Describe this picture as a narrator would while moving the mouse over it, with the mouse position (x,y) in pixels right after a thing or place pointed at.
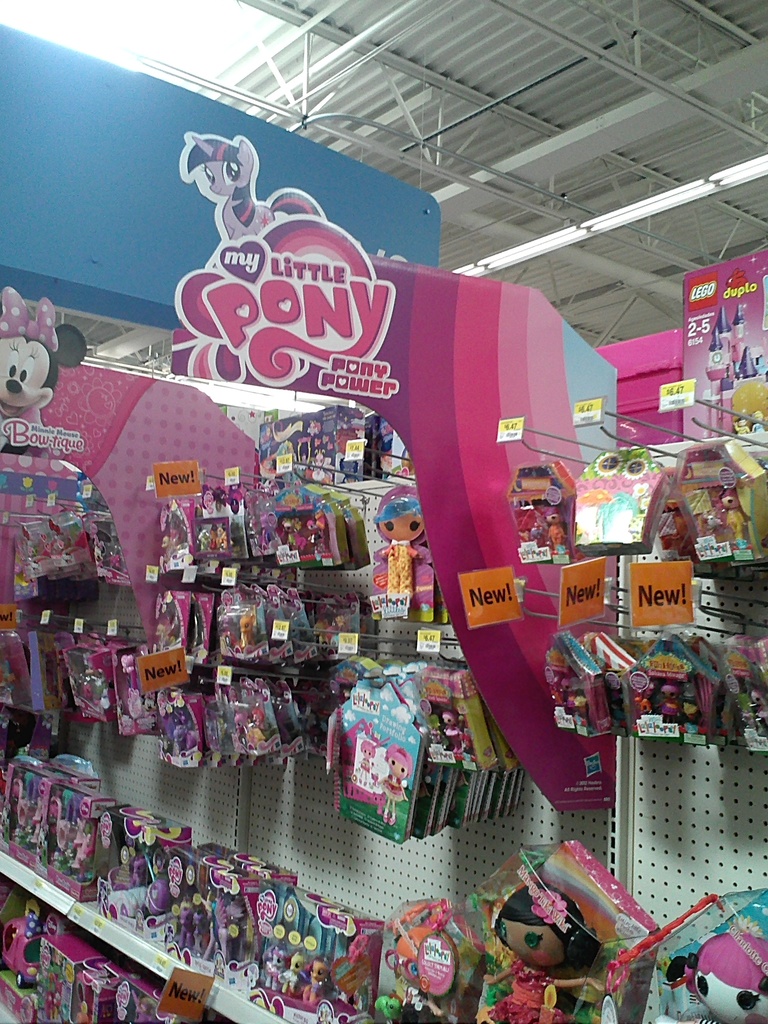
In this image we can see some toys (453,754) wrapped in the polythene covers (244,746) and hanged to the hooks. In the background (405,146) we can see shed (387,87) and iron grills (540,204).
